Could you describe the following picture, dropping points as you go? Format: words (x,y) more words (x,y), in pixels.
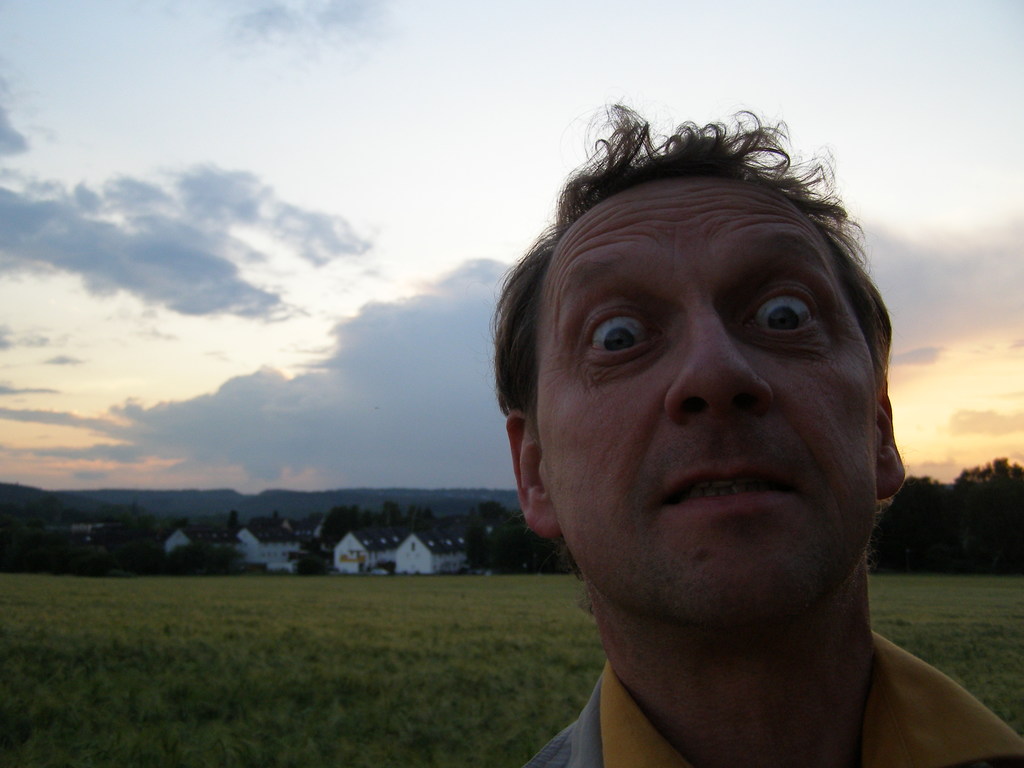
In this image there is a person (649,479), behind the person (723,711) there are grass (442,627), trees (499,551), buildings (419,531), mountains (296,507) and the sky (242,335).
